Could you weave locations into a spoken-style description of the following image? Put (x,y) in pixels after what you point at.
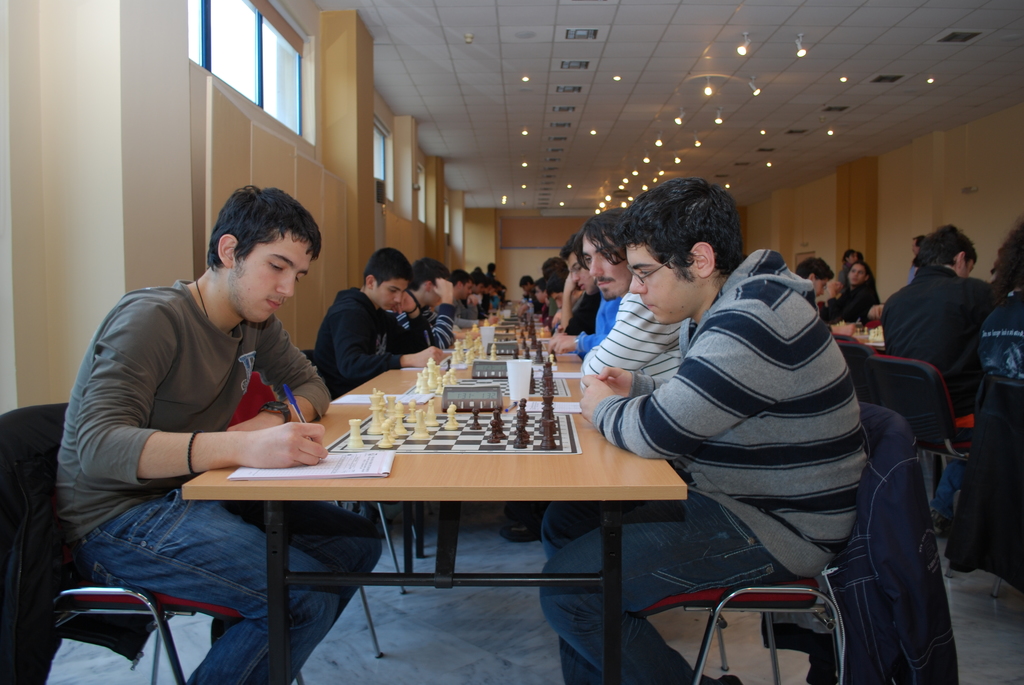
In the picture we can see a group of people (750,313) sitting on the chairs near the table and playing a chess (478,345). On a ceiling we can see many lights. And to the walls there are windows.
